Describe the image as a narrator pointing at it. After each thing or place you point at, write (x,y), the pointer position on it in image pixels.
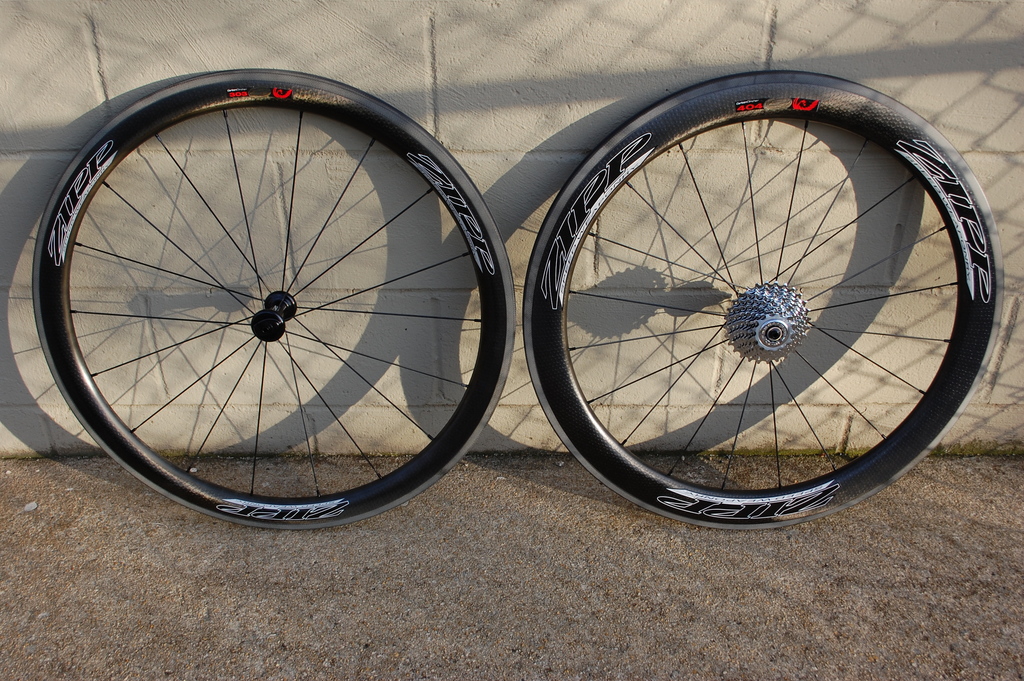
In this picture I can see two wheels (575,208), and in the background (611,121) there is a wall (673,23).
